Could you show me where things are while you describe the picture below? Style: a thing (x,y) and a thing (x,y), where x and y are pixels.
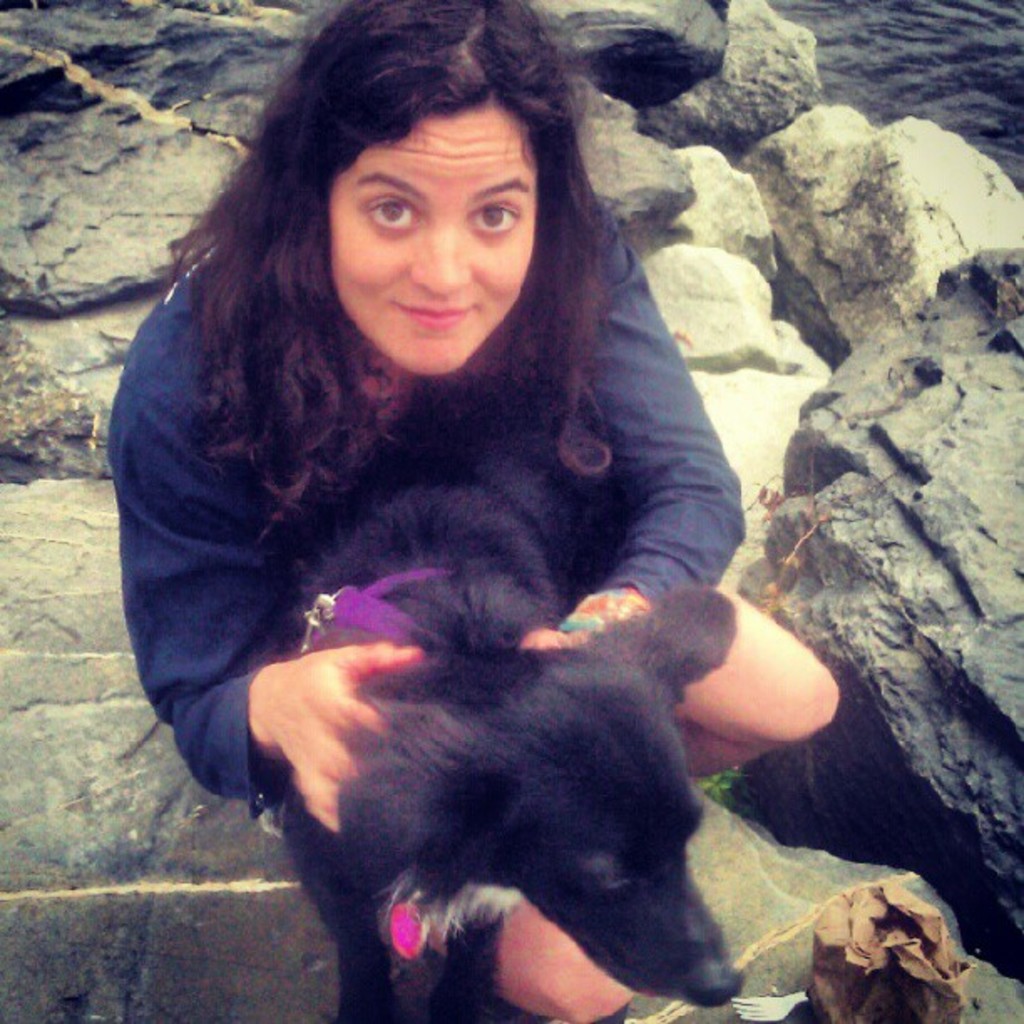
In this image i can see a woman (582,440) sitting and holding dog (516,493) at the back ground (710,270) i can see a rock (818,265) and water (919,42).
